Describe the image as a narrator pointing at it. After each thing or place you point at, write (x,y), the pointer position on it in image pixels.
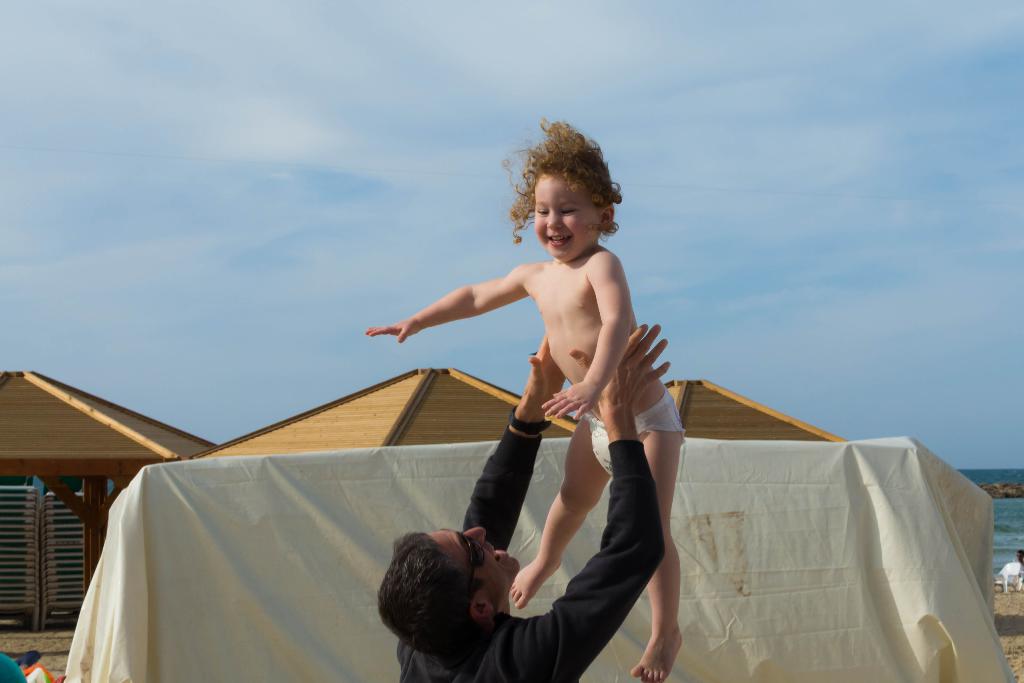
In the picture I can see a kid (628,324) in the air and there is a person (580,598) wearing black dress (600,592) is holding her and there are some other objects (580,556) in the background (580,556).
